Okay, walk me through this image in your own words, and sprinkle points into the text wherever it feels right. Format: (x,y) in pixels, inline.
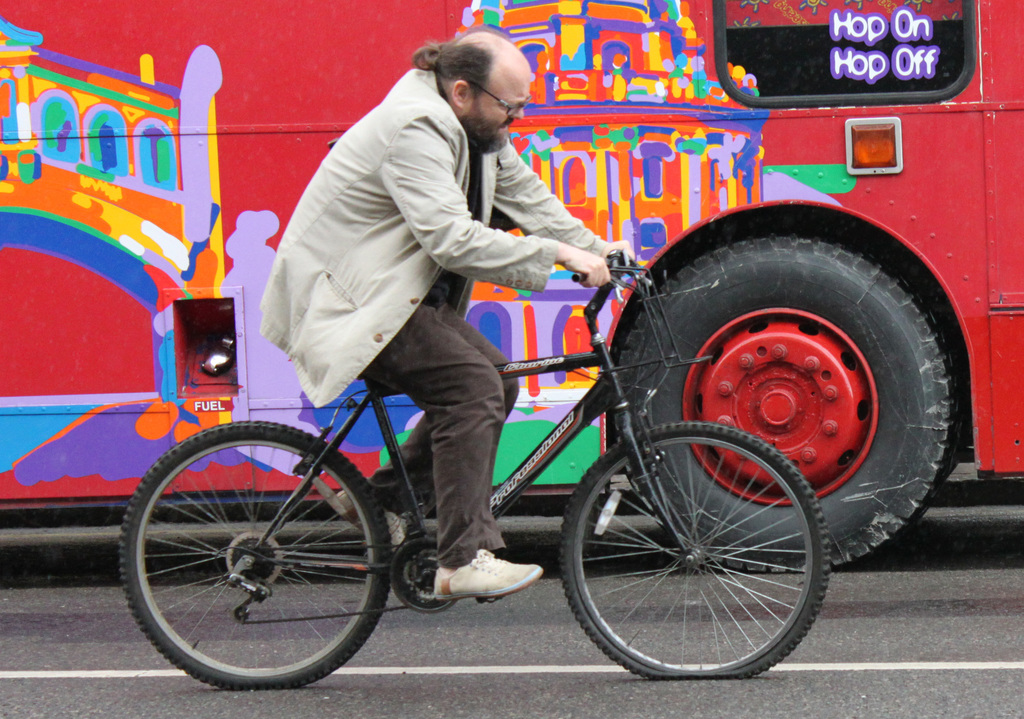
In the given image we can see a cycle (231,439) and a man (353,260) who is riding the cycle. There is a vehicle (190,97) behind.
